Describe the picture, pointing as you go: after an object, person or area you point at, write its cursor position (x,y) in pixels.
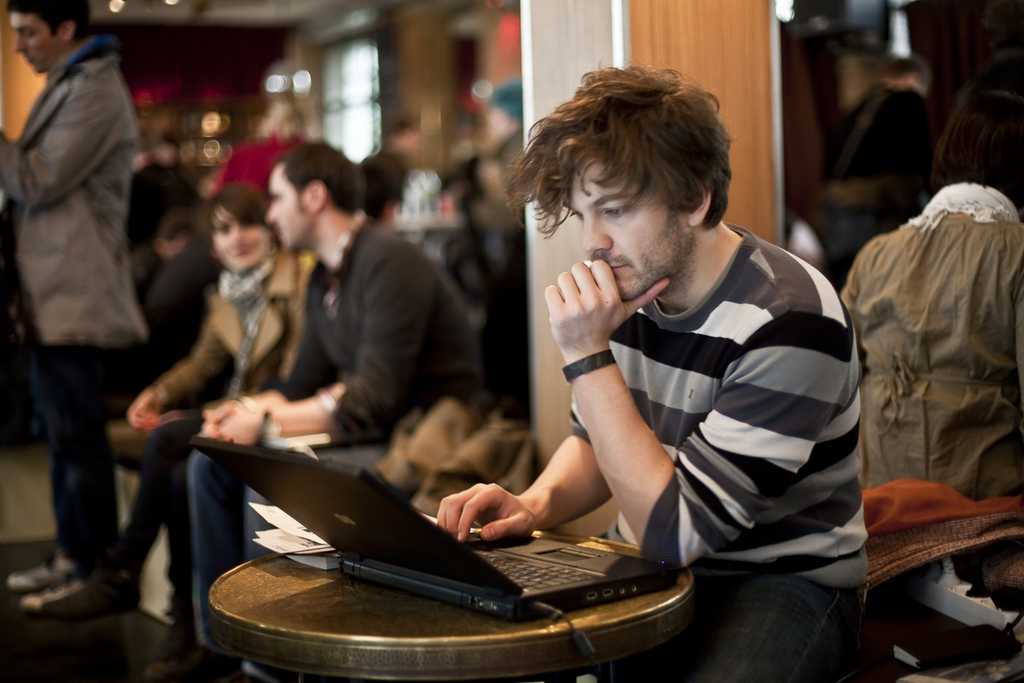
In this image I can see a person (726,418) sitting. In front (421,568) I can see a laptop (438,576), papers (295,540) and book (321,567) on the table (510,645). Back Side I can see few people (230,309) sitting and it is blurred.
